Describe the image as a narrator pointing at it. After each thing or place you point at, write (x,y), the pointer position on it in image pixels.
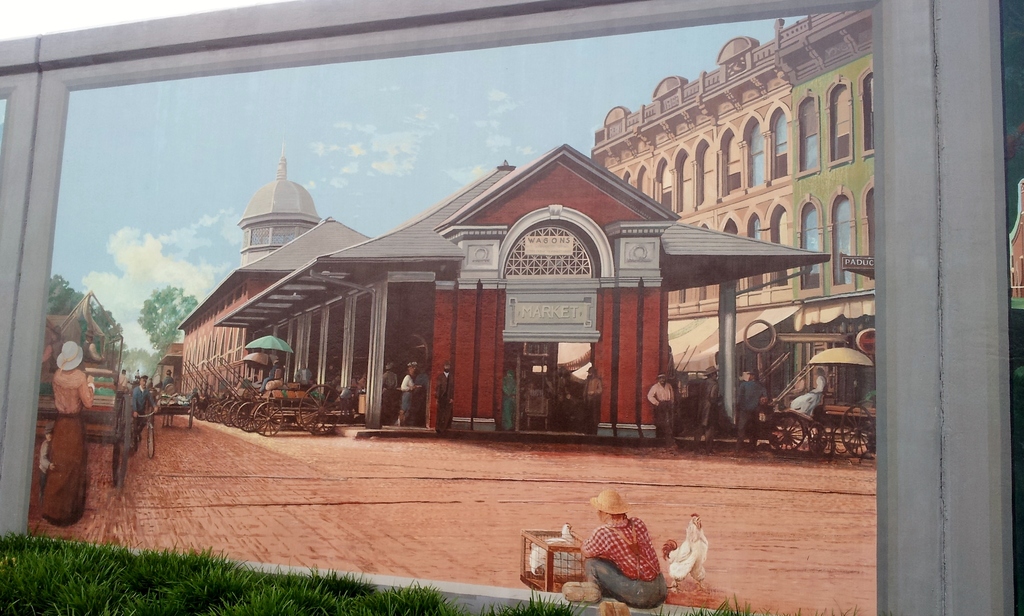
In the picture we can see a frame (994,441) with painting (149,410) of a house (270,330) and pillars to it and near to it we can see a man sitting on the path (200,490) wearing a hat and beside him we can see some things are placed and beside the house (369,292) we can see a building (701,104) and sky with clouds (129,312).
